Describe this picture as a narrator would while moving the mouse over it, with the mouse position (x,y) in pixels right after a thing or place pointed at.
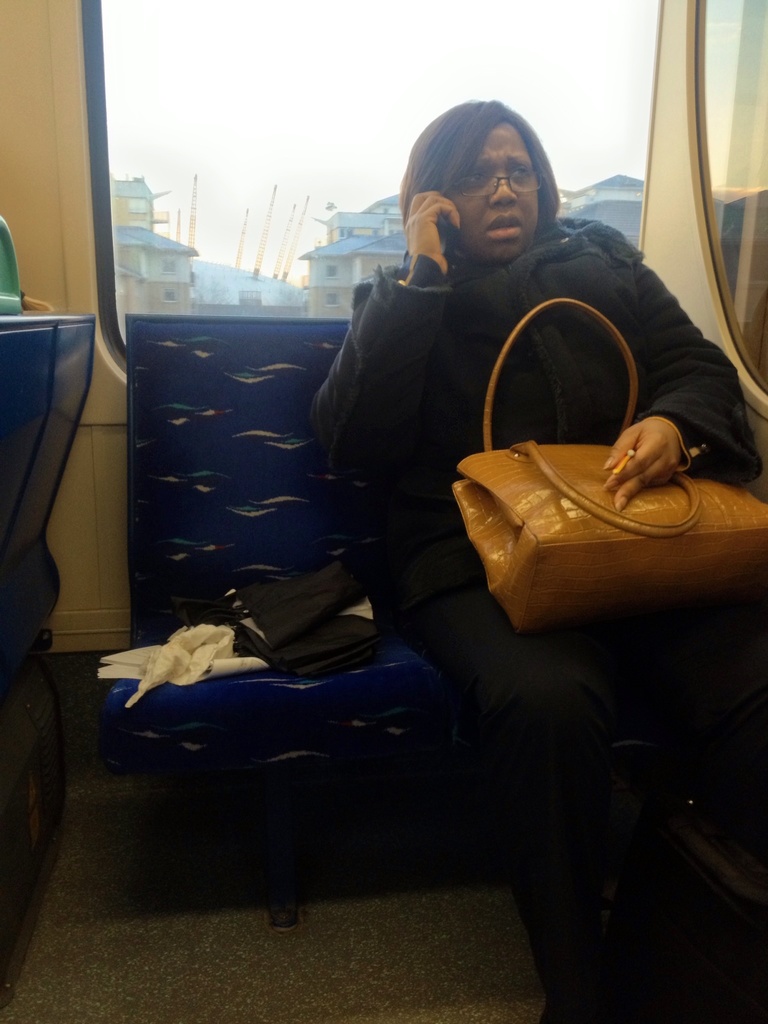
This picture is clicked inside a vehicle (333,934). There is a woman (509,658) sitting on a seat (428,689). She is holding a mobile phone (449,235) in her right hand (435,229) and hand bag (587,480) in her left hand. There is another bag (318,621) beside her on the seat (393,695). Behind her there is a glass window (255,100). Through the window (313,104) houses (334,238), poles (265,237) and sky (494,53) can be seen.
